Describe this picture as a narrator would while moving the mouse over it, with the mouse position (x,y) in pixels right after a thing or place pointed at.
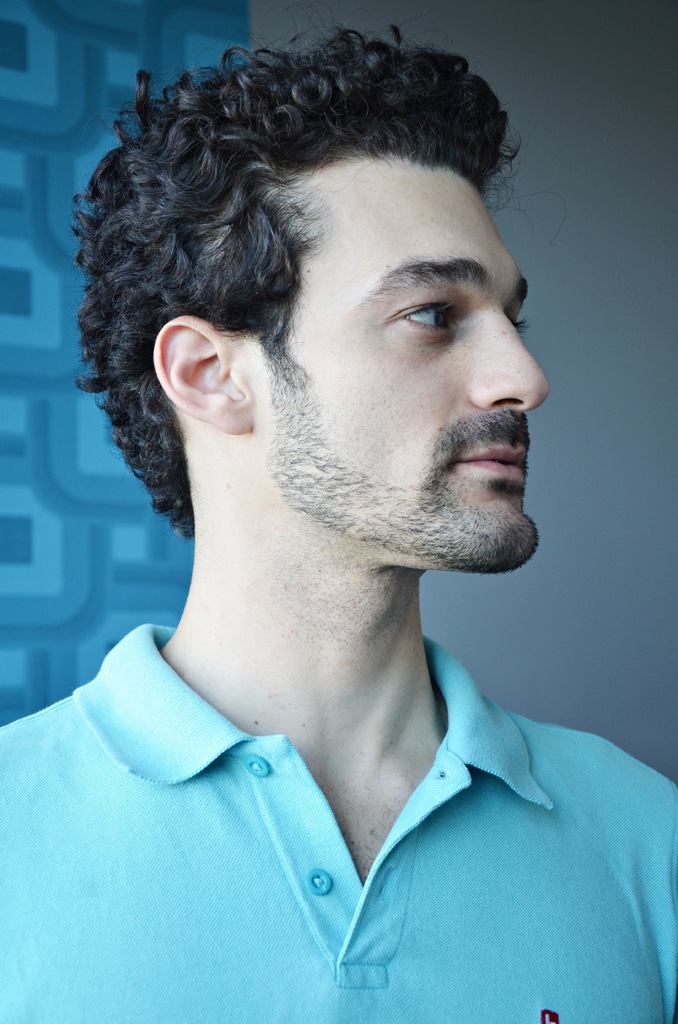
There is a man (340,548) looking right side and wore blue t shirt (348,903). Background (4,225) we can see wall (228,45).
